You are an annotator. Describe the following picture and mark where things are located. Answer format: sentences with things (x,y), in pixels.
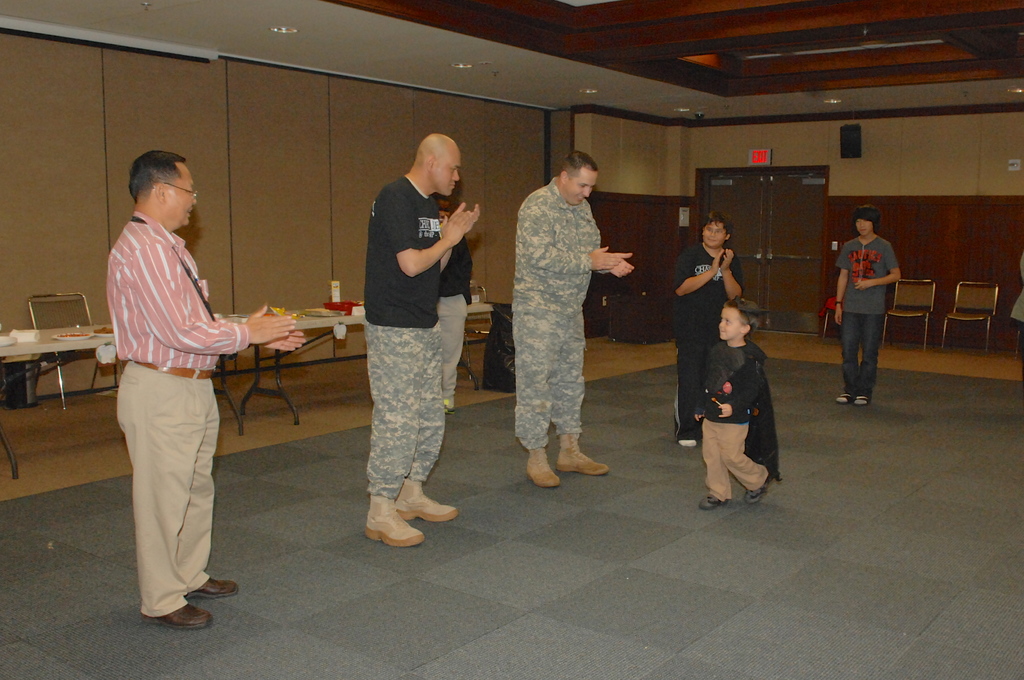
In this image we can see a few people (1019,304) standing, there are a few chairs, we can see the table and few objects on it, wooden wall (241,171) and door (759,218) in the background (203,170), we can see the ceiling (455,61) with the lights (784,55).
